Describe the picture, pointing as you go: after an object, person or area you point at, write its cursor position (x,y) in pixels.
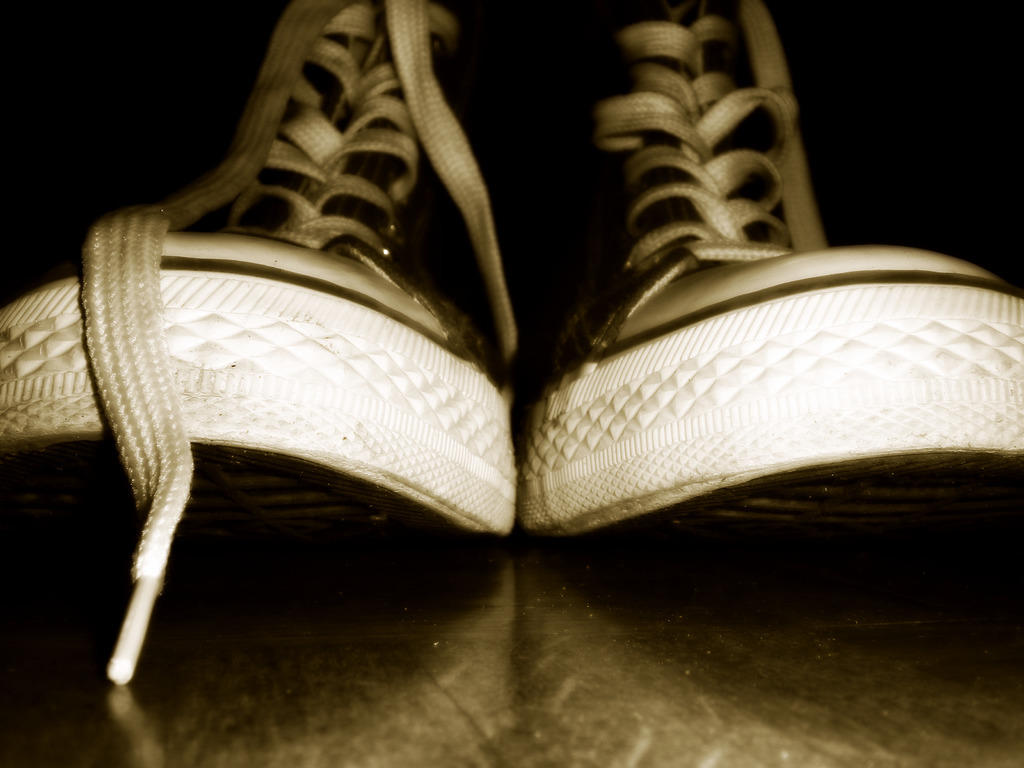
In this picture we can see couple of shoes (685,287) and dark background (971,77).
